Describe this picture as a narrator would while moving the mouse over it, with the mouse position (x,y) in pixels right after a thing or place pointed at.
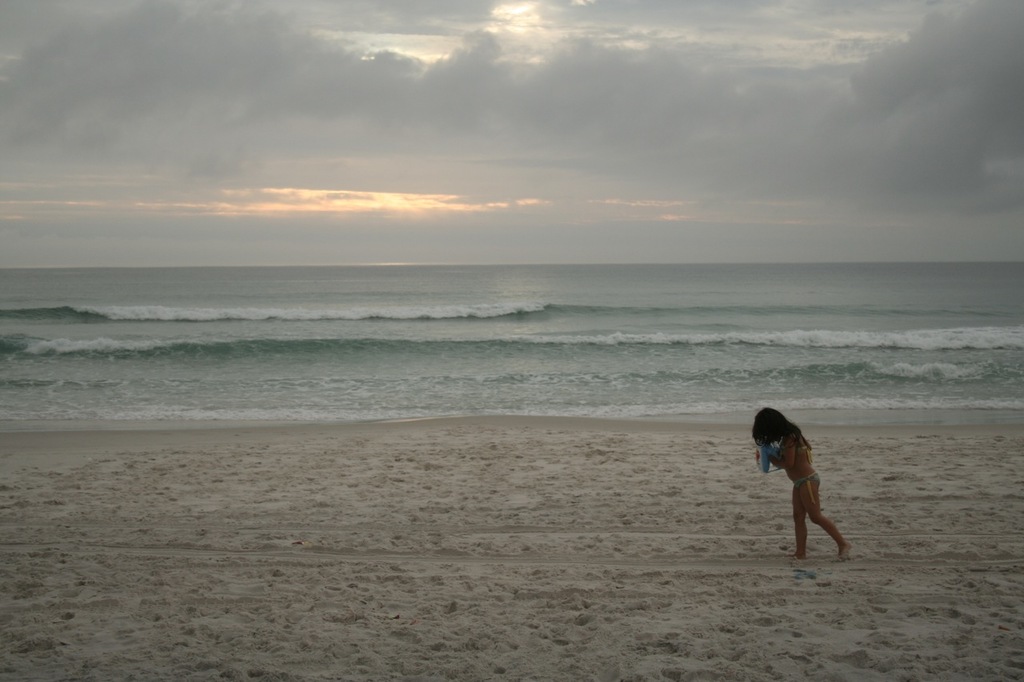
In this image I can see a girl (767,422) is walking on the right side (766,451). I can also see sand (598,573) in the front (826,598) and in the background (778,257) I can see water (556,376), clouds (533,145) and the sky (499,78).
